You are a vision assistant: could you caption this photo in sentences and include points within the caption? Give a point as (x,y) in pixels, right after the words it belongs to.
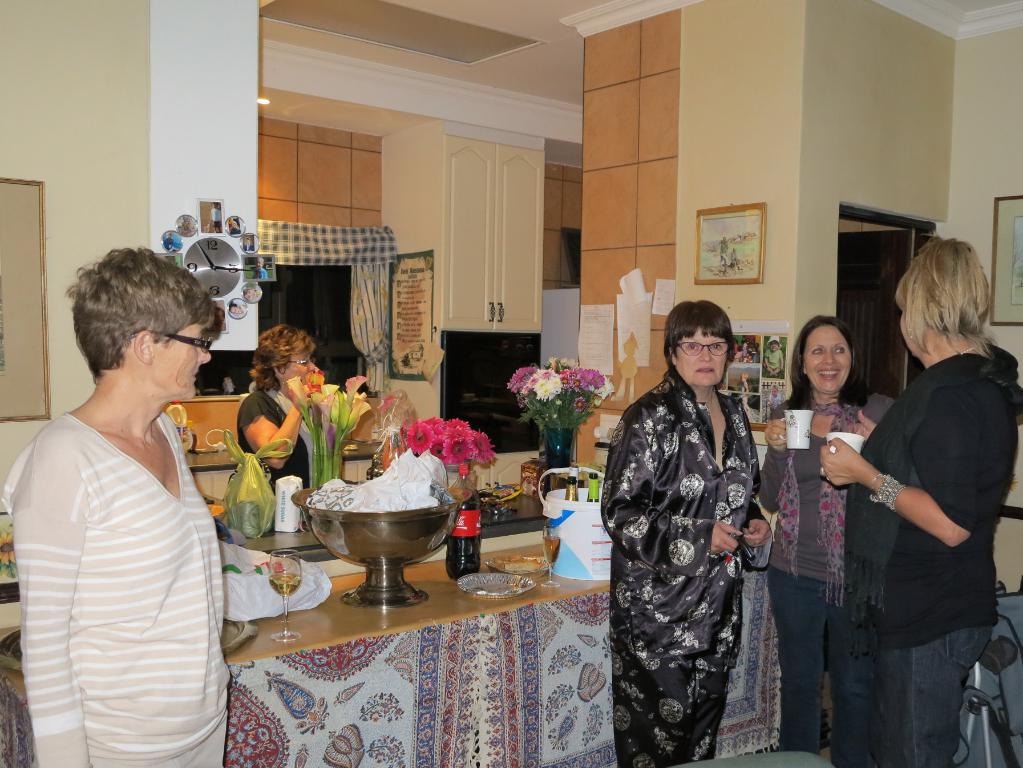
These 4 persons (133,436) are standing. On this table (490,567) there is a container (420,550), flowers (566,426) with vase (556,454), plate (482,583), bottles (473,529), bucket (550,504) and things (334,503). A clock (223,285) on wall (228,195). These are pictures (742,256) on wall (774,187). On wall (661,321) there are posters (602,341).
